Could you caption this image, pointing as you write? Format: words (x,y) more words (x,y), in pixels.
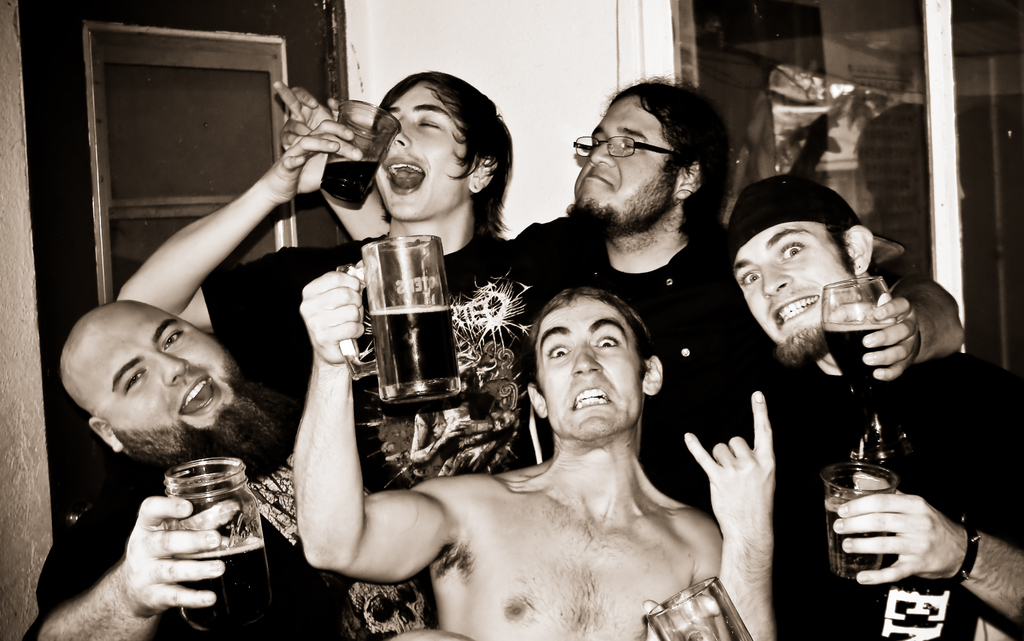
In this image I can see few persons (446,542). All of them are holding a glass (725,597) in their hands (133,595). In the background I can see a door (859,151).
